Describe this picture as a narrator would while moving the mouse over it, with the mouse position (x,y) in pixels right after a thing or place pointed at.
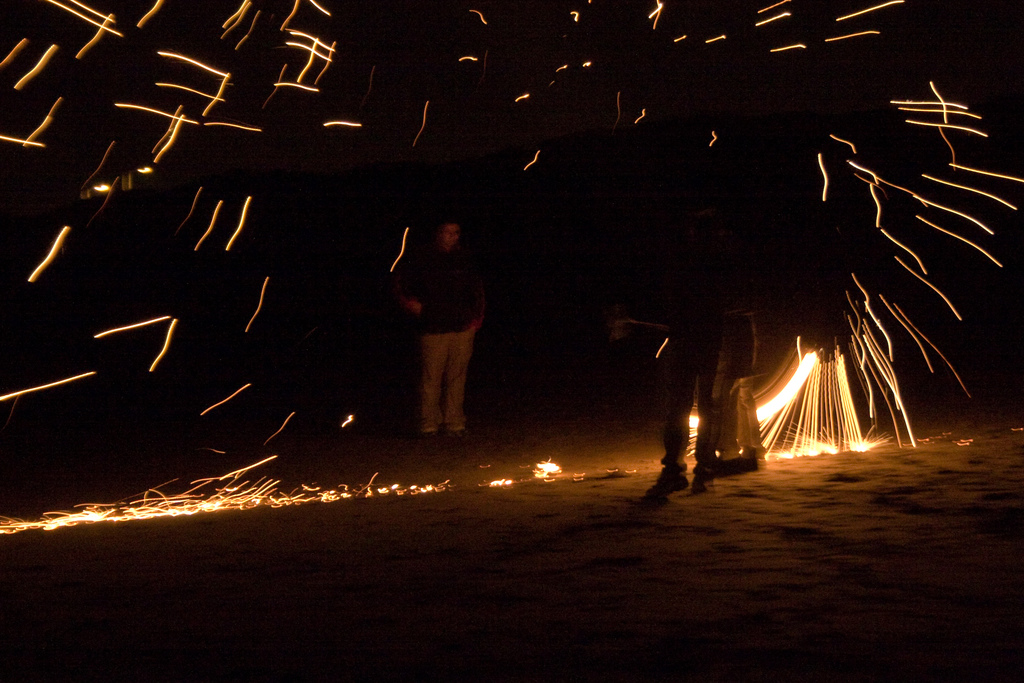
In this picture we can see few people (675,392) and dark background (336,247).
